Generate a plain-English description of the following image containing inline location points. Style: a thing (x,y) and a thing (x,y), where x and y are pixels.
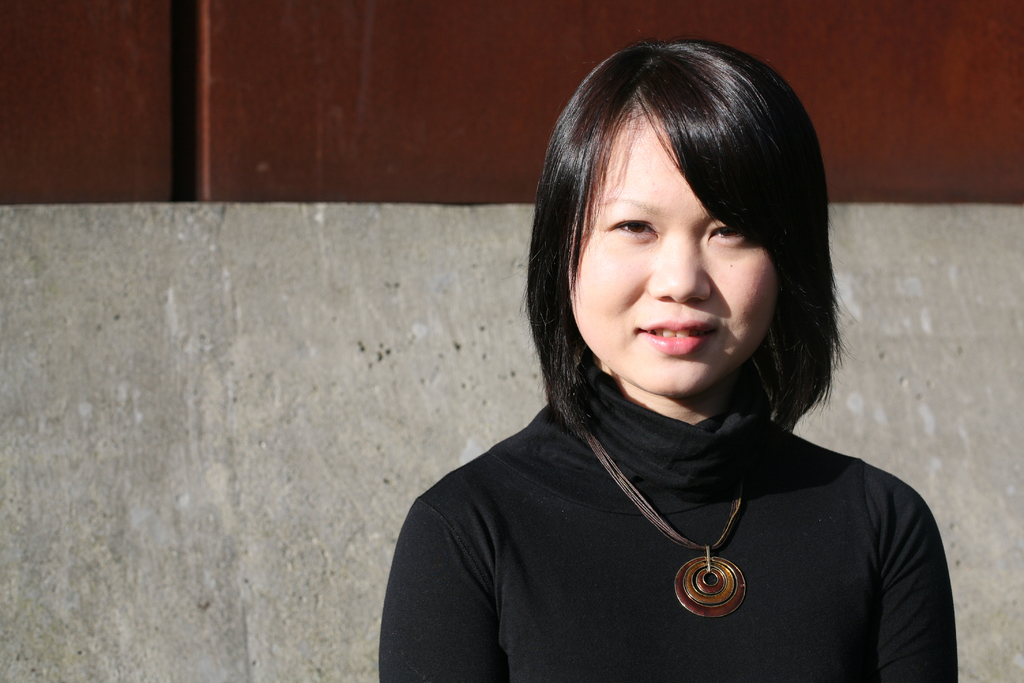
In this image, we can see a person (541,494) wearing black dress (537,605). In the background (280,352), we can see the wall (224,224) and an object (147,47) with a pole (187,24).
